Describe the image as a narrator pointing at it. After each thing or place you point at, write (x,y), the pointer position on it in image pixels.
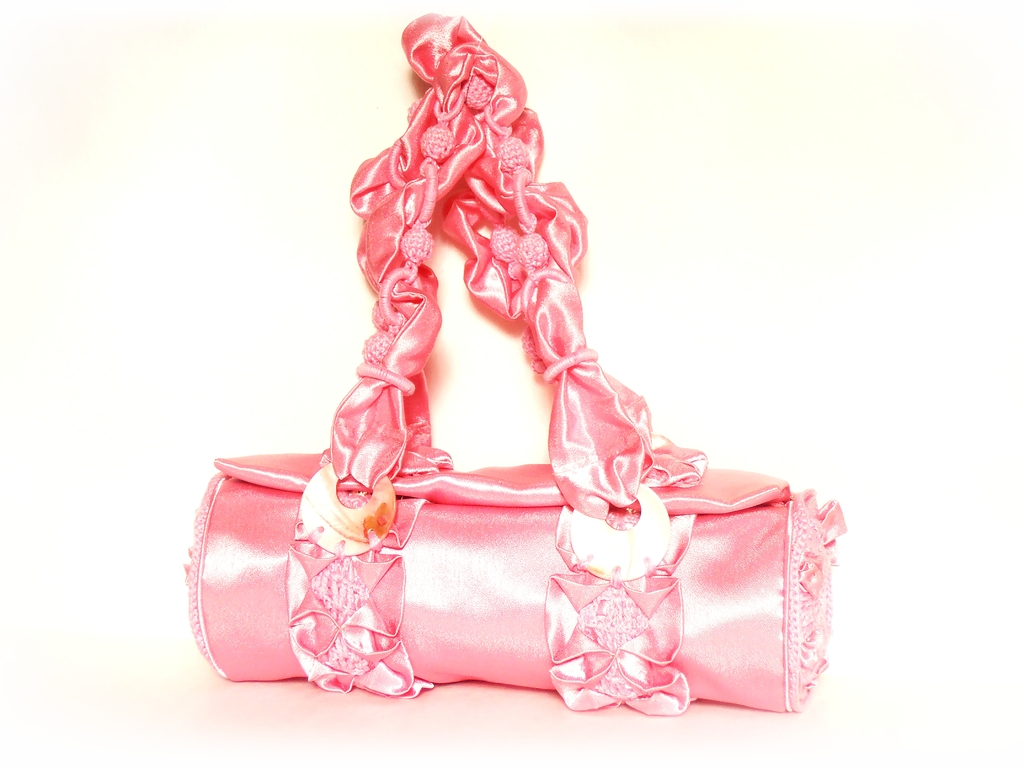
This is a beautiful pink colored bag (569,466). There are two shell objects (638,530) which is stitched with this bag (376,429). I can see a pink color beads (539,253) attached to the handle (525,254) of this hand bag (598,535).
